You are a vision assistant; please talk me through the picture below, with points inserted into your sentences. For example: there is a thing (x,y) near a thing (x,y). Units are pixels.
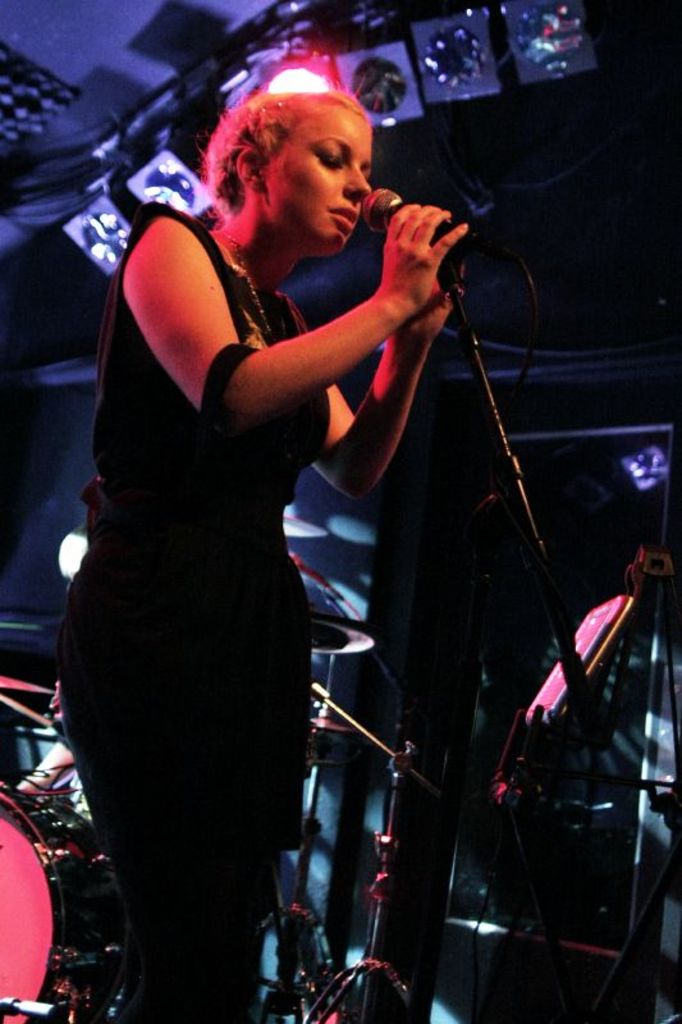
In this image I can see a woman (129,475) standing in front of the mike (378,194) and I can see some musical instruments (103,850) kept in the middle (317,641).
